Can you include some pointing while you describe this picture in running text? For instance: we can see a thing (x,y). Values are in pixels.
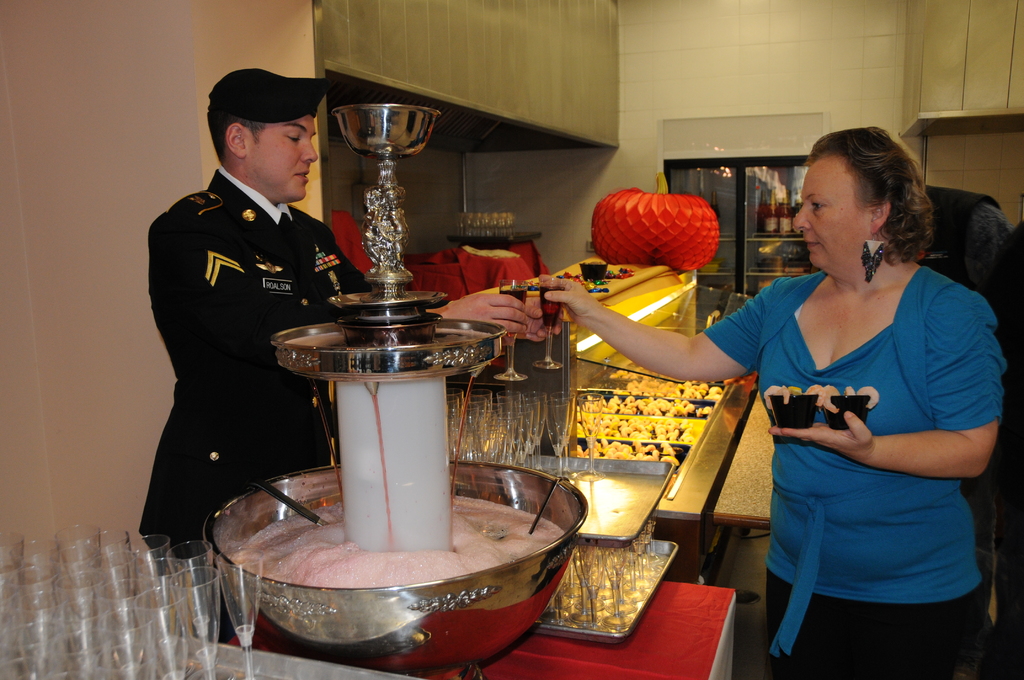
In this image there are two people (862,538) standing one on the left side (152,512) and one on the right side (950,315), both are holding glasses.
